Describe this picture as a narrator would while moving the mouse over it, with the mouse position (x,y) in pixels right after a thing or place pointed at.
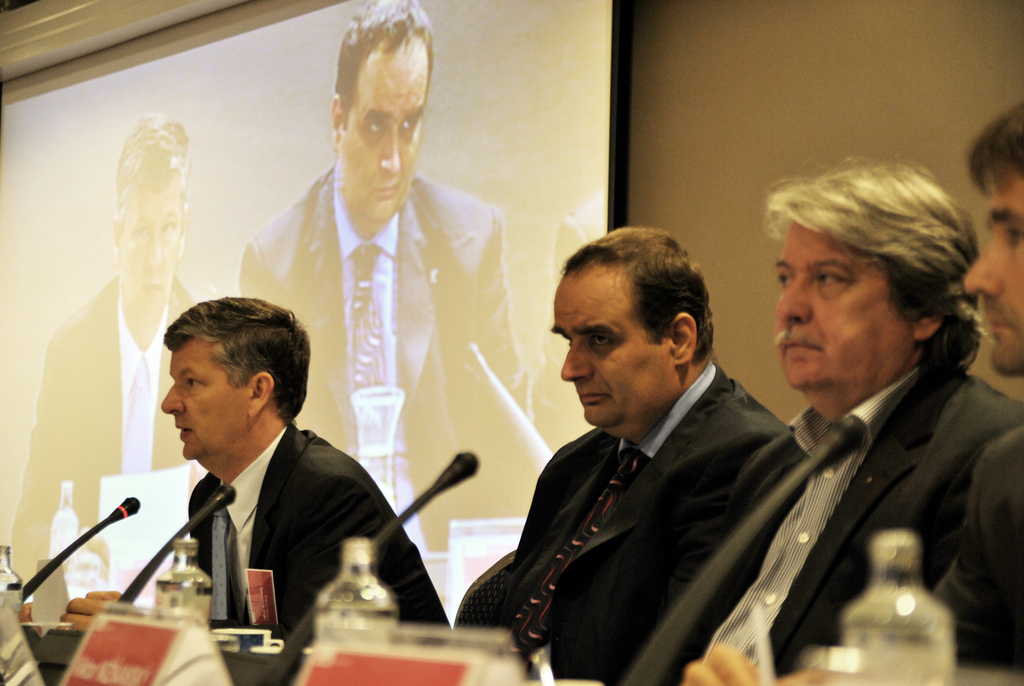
In this image I can see few men (565,528) are sitting and I can see all of them are wearing formal dress (418,551). I can also see few bottles (359,618), few mics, few boards (336,668) and in the background (558,133) I can see projector's screen (327,243). On this screen (241,254) I can see two more men (70,416) and I can see both of them are wearing formal dress (277,263).
